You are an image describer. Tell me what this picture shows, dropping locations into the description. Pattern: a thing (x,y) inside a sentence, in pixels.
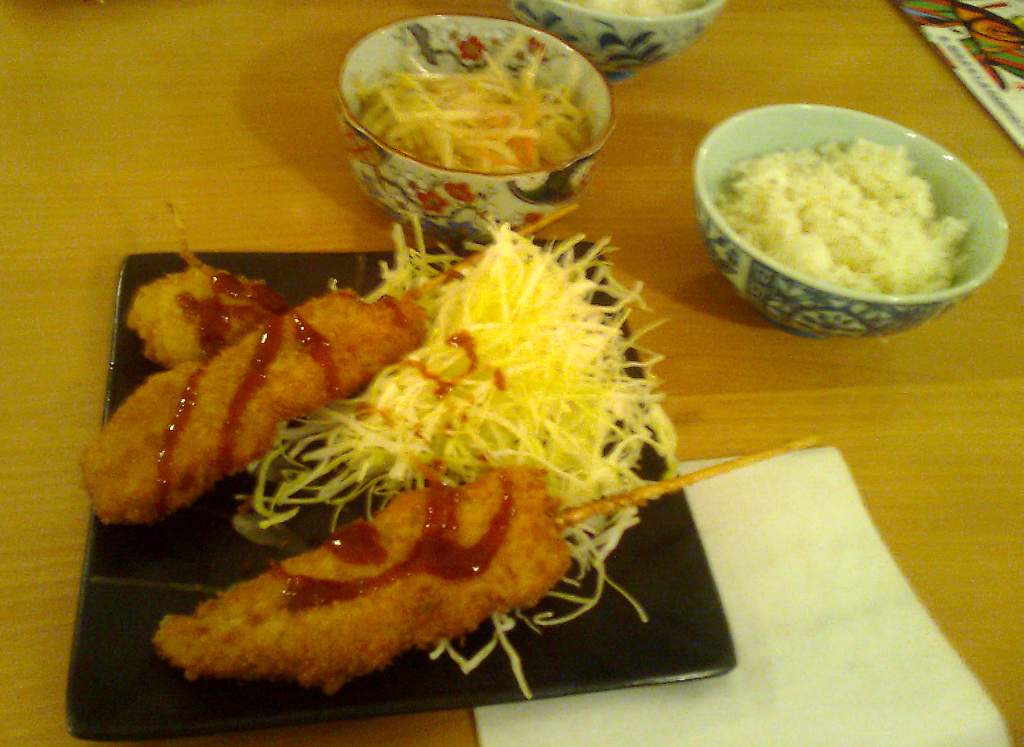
In this picture I can see a black color thing (97,519), on which there is food (352,377), which is of brown, yellow and red color. I can also see few bowls (663,33) in which there is food (488,97). On the bottom right of this picture (783,542) I can see a white color paper (797,609) and I see that all these things (429,47) are on the brown color surface (33,368).
